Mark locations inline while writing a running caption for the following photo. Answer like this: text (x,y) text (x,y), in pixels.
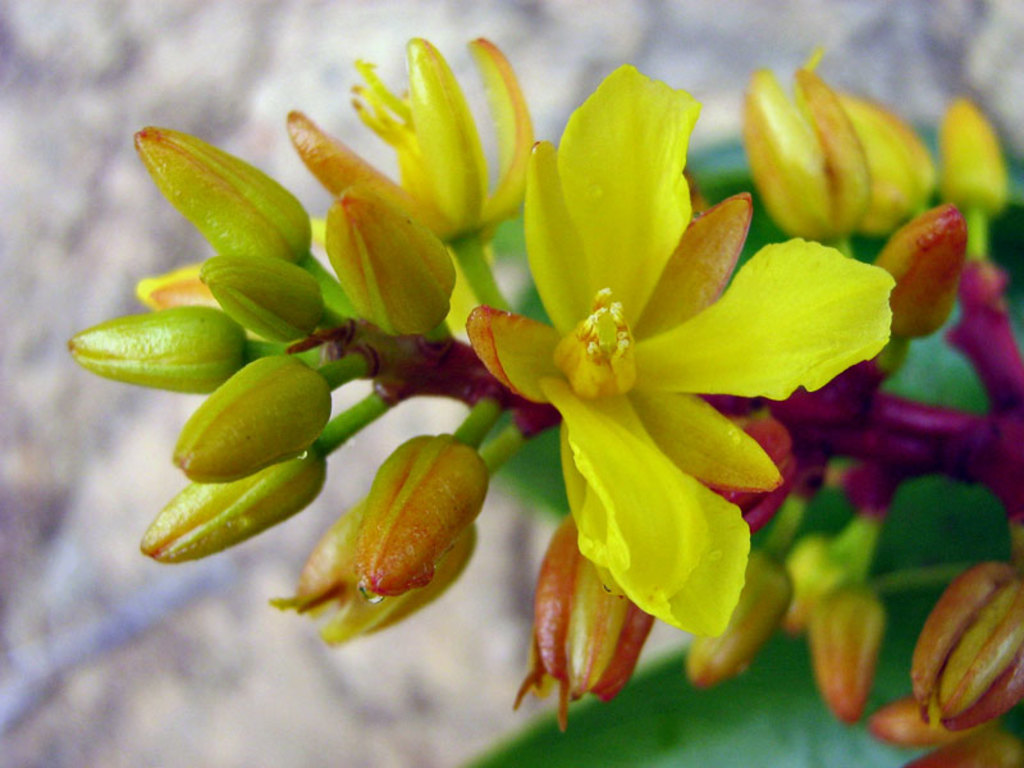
In this image we can see some flowers (587,375) and buds (600,603) of a plant (647,447), and the background (70,276) is blurred.
